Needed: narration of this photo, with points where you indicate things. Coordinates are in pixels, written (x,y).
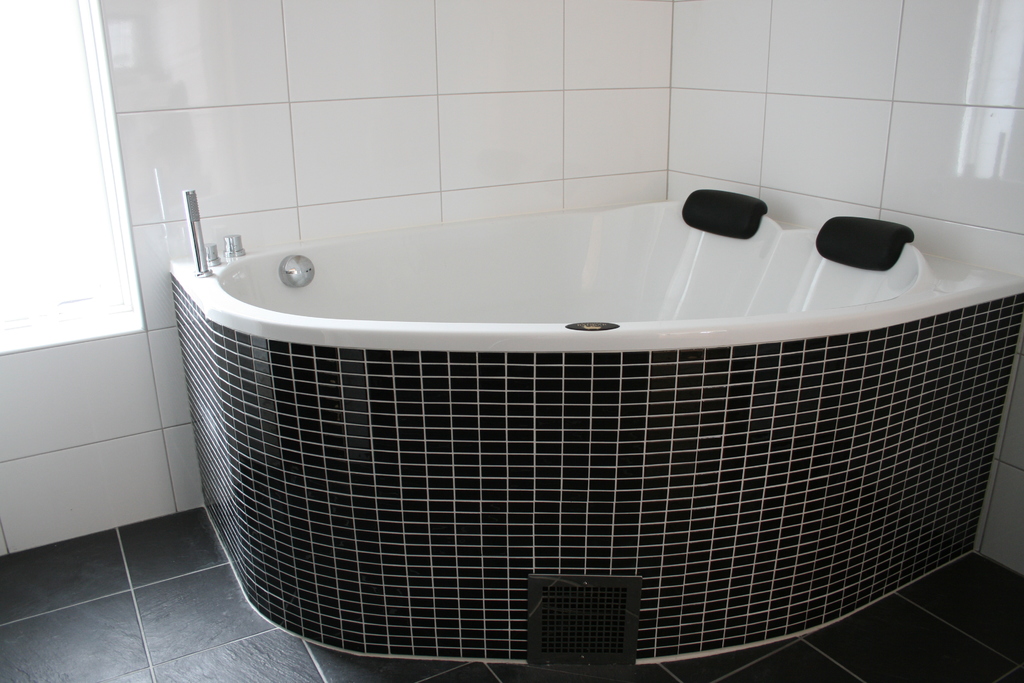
In this image there is a bathing tub (302,383), in the background (340,13) there is a wall (467,36).
